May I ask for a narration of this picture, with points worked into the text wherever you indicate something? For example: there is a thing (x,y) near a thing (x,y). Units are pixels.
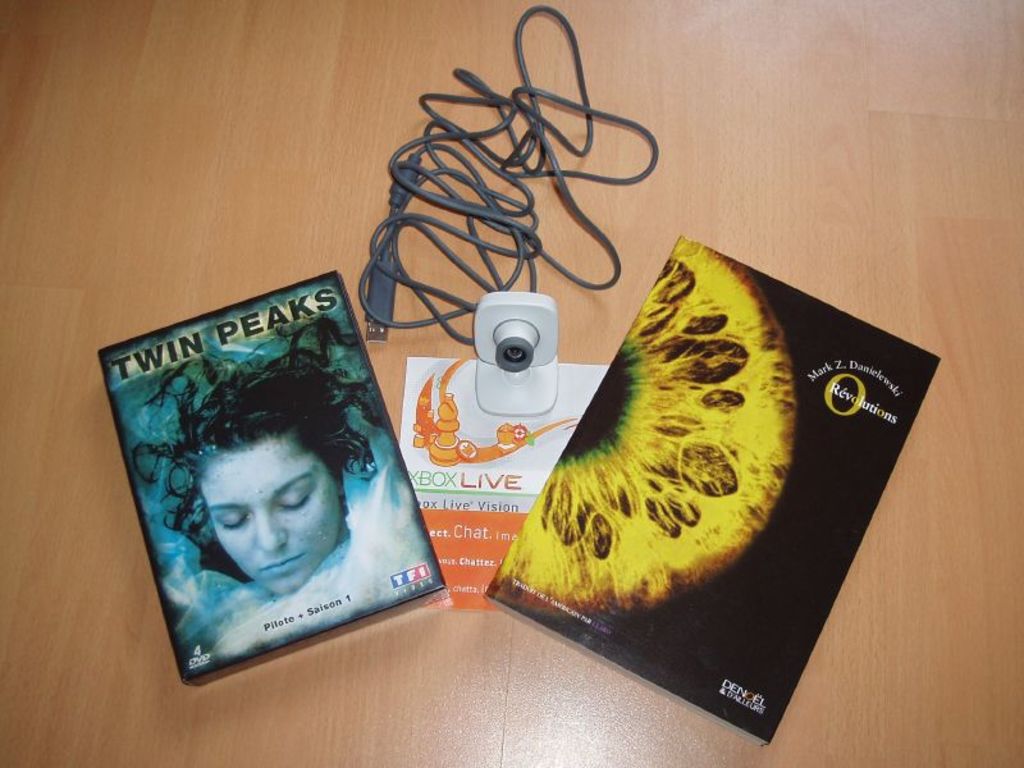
In this image in the center (342,458) there are covers (584,521) with some text (259,336) written on it and there is a camera (511,347), there is wire (461,211) which is on the wooden surface (199,209).
